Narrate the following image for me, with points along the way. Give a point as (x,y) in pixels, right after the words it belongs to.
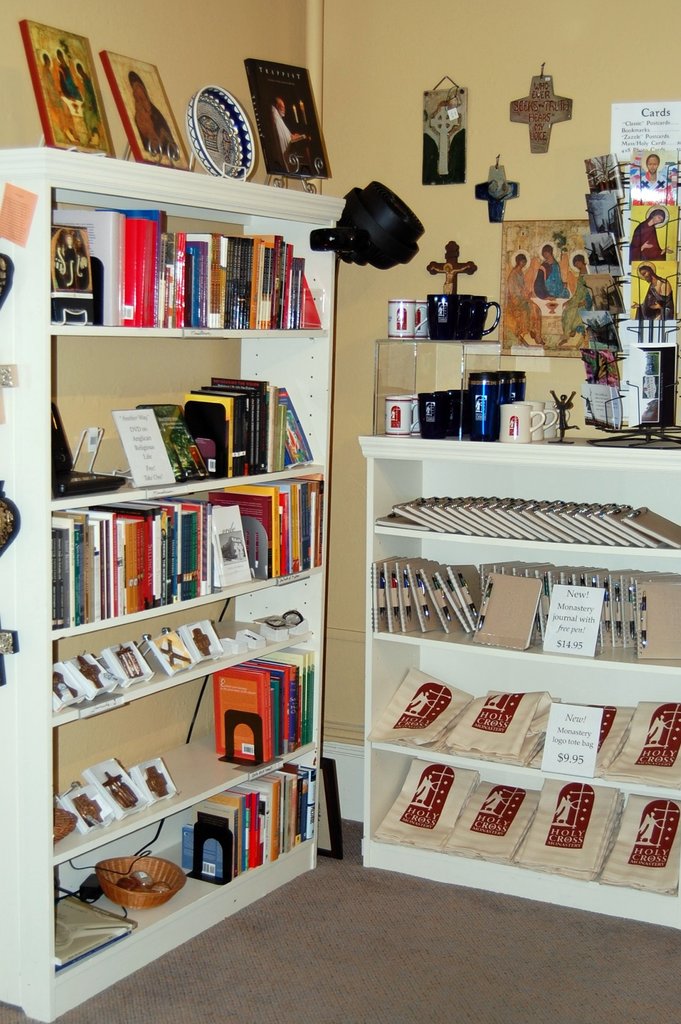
In this image there are shelves (503,666) in the Shelf (370,534) there are books (257,533). On the top of the shelf (199,184) which is on the left side (93,126) white in colour there are frames (127,111). In the center (452,403) on the top of the shelf (542,451) there are cups (526,403) and there is a stand (636,299) with cards (632,311). On the wall (474,128) there are frames (429,130).
